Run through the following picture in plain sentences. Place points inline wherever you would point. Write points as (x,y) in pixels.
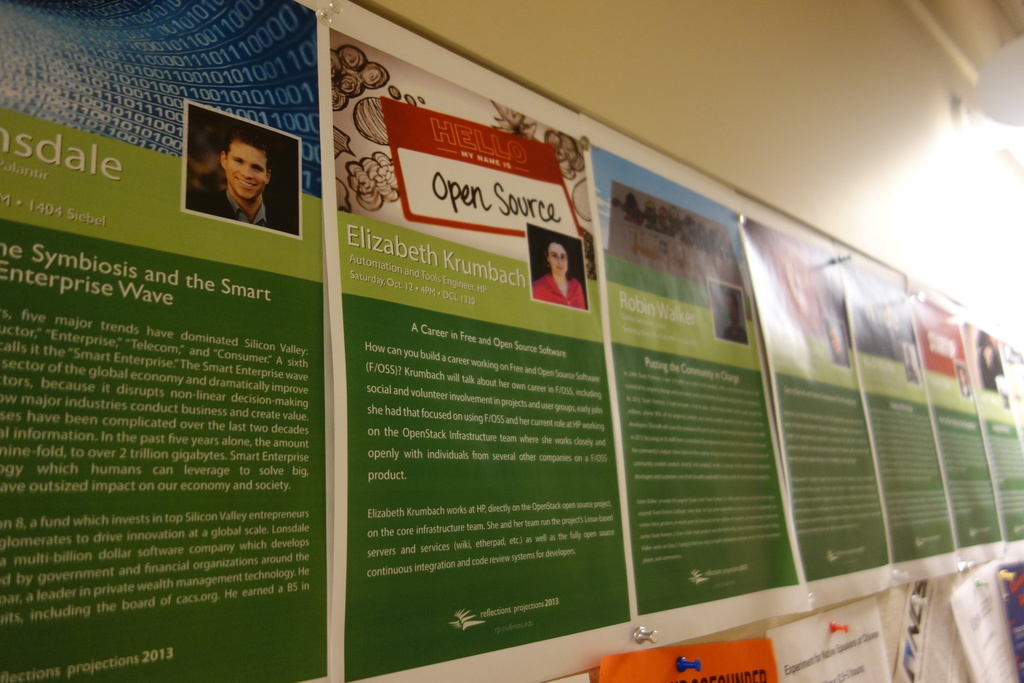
In the foreground of the picture (796,389) there is a notice board (773,418), to the notice board (738,628) there are posters (756,437) pinned. At the top (801,87) there are light (995,82) and wall (809,141).
